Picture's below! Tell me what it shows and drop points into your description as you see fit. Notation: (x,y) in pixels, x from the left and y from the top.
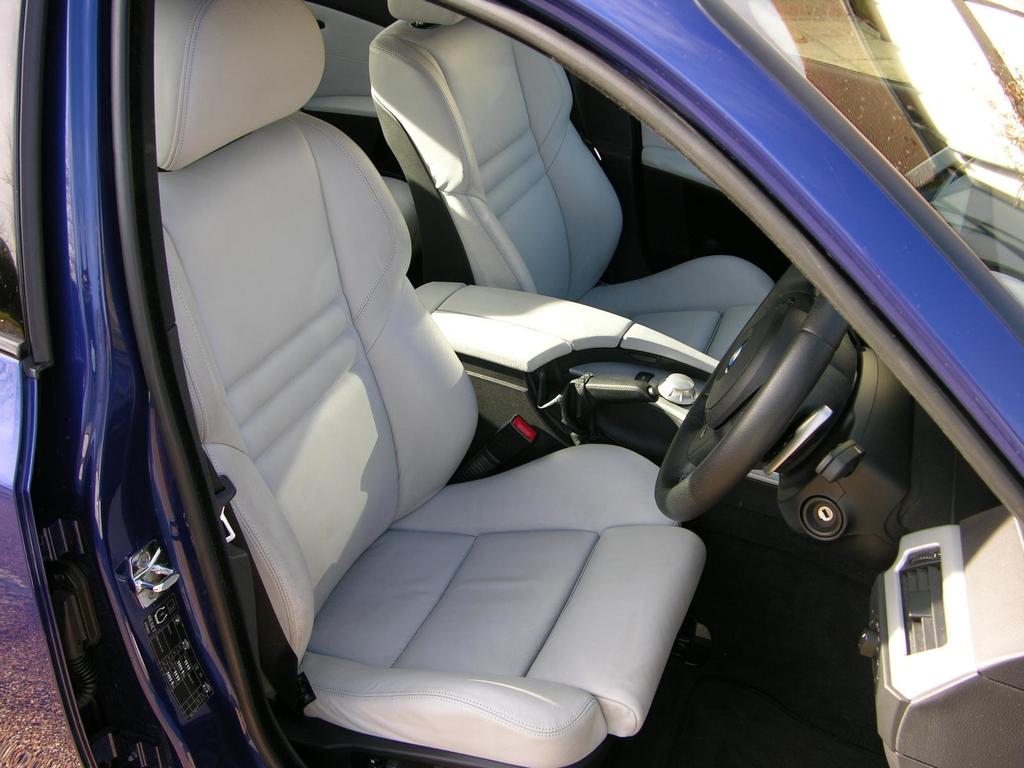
In this image in the center (357,287) there is a car (61,516) which is blue in colour and there are seats (501,239) inside the car (521,361) and this is a steering (794,398).
